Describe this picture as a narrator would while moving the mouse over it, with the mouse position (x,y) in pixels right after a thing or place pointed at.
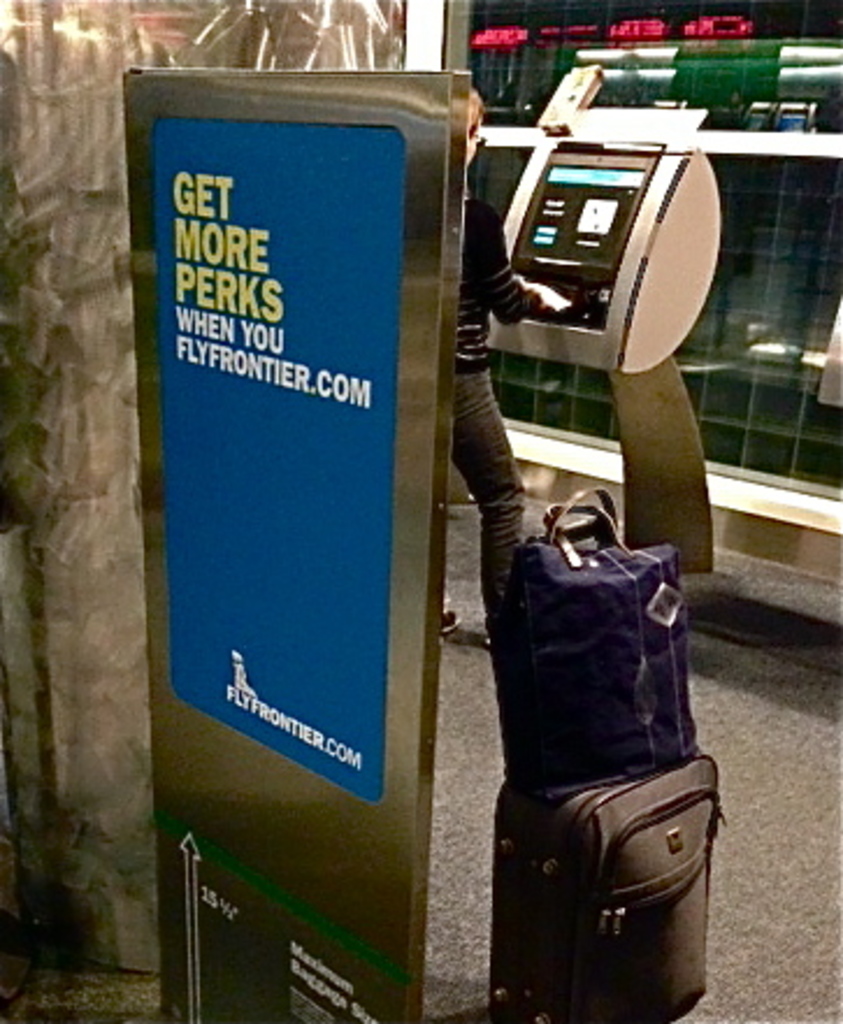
In this picture we can see person (504,271) standing at machine (601,275) and clicking on buttons (575,296) and beside to him there are bags (544,698) and in background (325,36) we can see wall (28,357).
